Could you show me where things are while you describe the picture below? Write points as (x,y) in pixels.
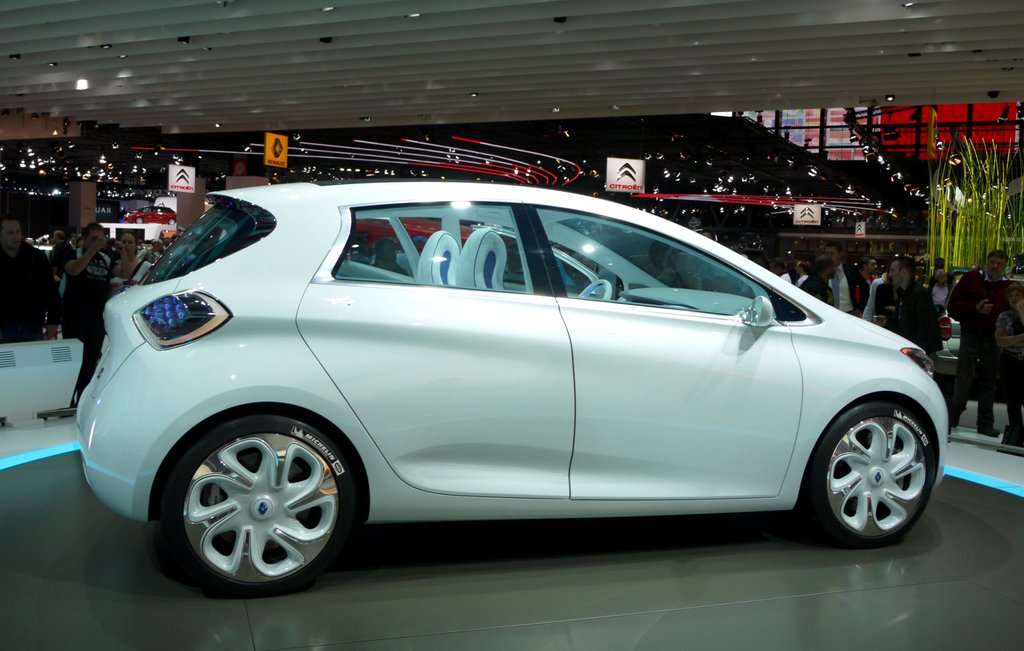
In this image we can see a car (464,415) on a platform (684,602). In the background (31,309) we can see few persons (30,323) are standing on the floor (26,444), objects (56,415), vehicle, plants (972,162), lights (211,48) on the ceiling (159,118), boards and objects (896,145).
